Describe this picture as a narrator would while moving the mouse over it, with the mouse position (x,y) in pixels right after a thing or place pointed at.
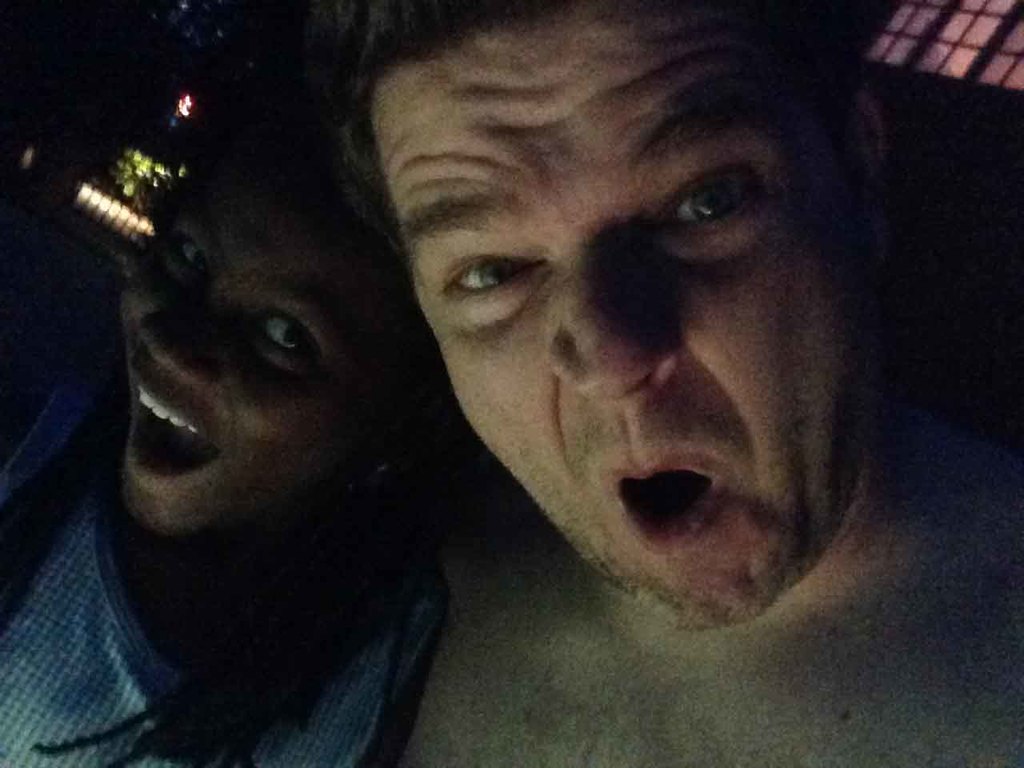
In this image I can see two persons (631,709). It seems like they are shouting and giving pose for the picture. On the left side (104,194), I can see some lights (106,212).
